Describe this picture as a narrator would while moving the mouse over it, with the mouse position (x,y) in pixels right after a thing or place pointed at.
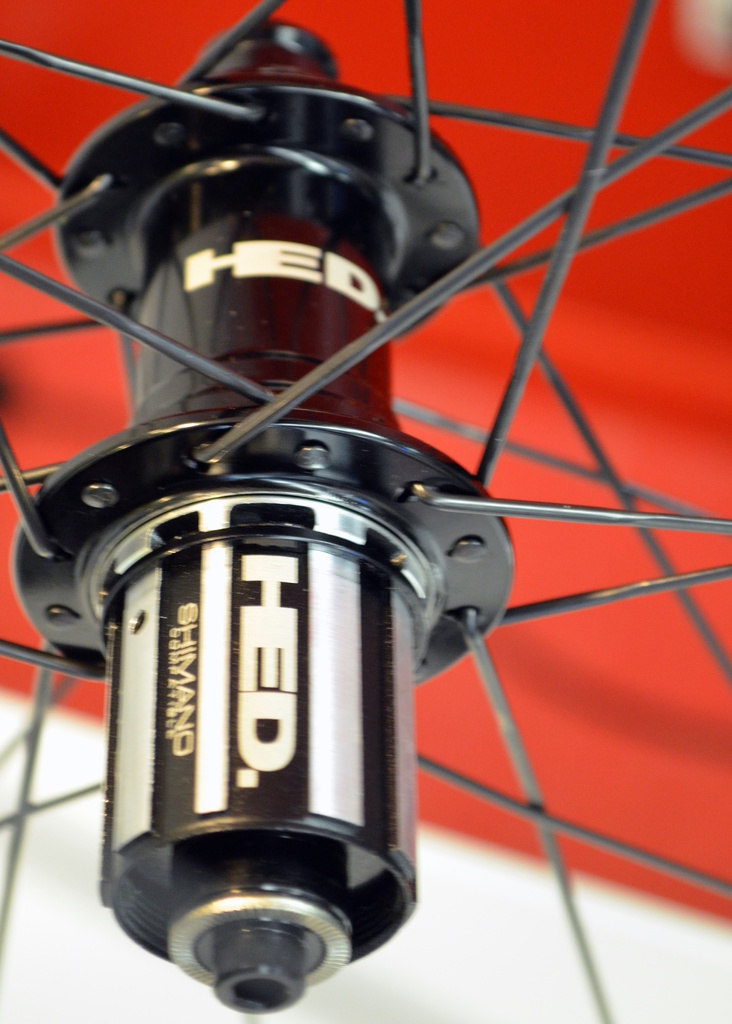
In this image I can see the bicycle wheel (308,525) which is in black and white color. And there is a white and red color background (75,968).
